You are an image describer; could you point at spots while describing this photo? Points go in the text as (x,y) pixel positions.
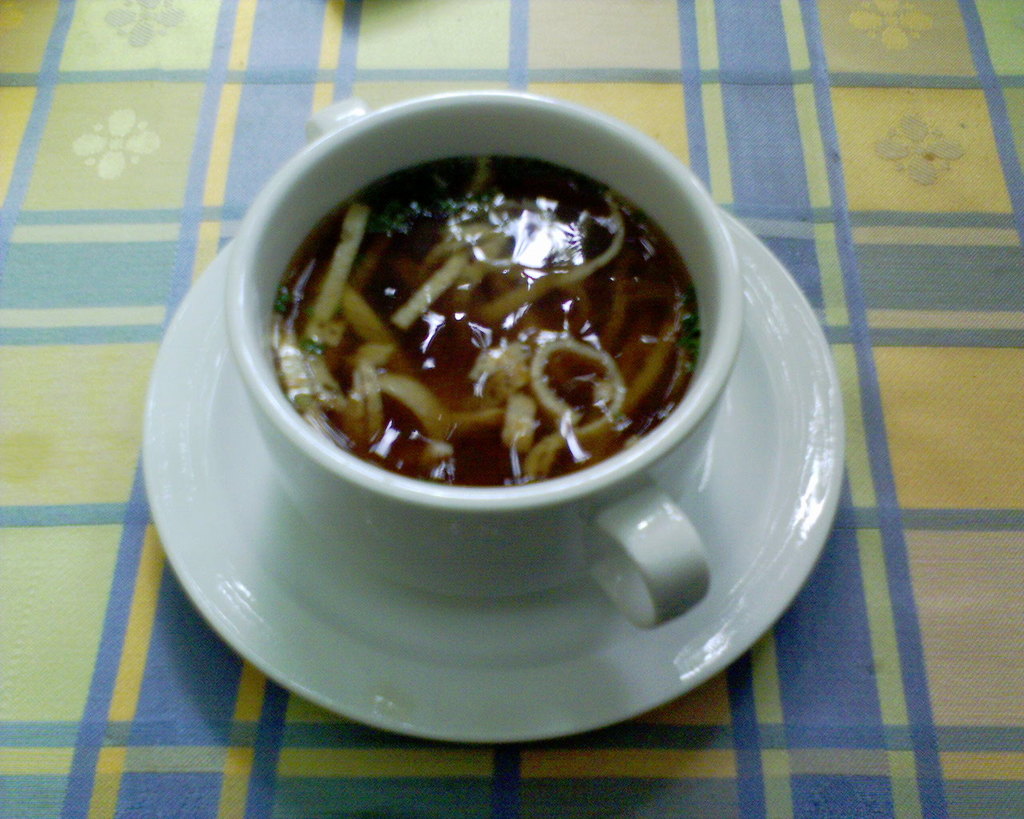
In this picture we can see a cup (376,493) with soup (597,299) in it, and we can see a saucer (743,555) on the cloth (937,548).
